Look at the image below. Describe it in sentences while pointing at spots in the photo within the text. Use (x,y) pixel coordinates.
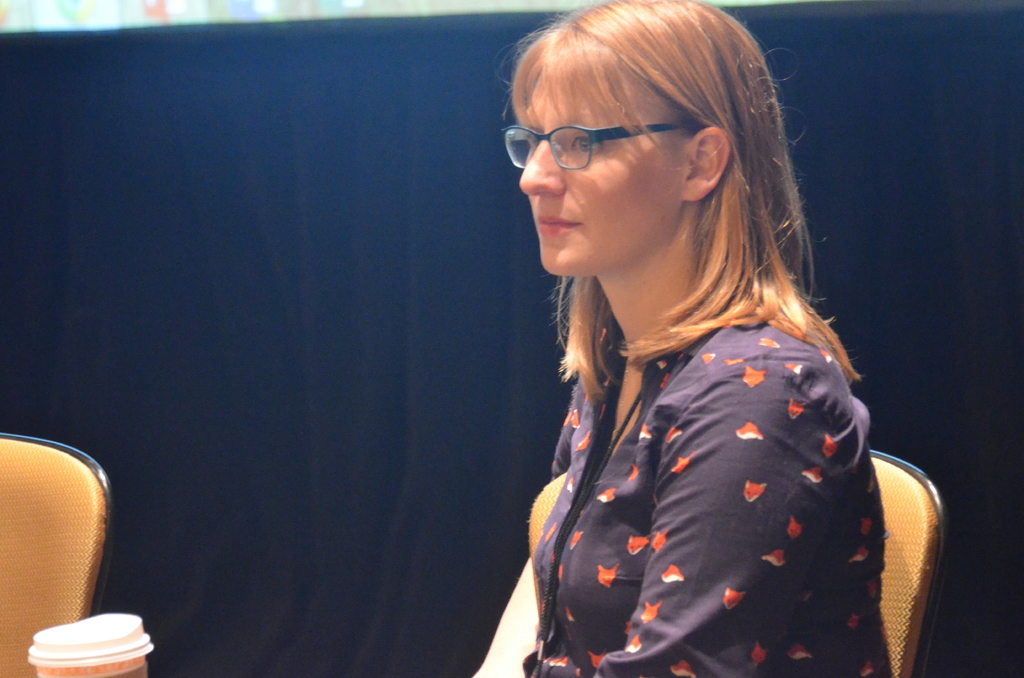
In this image there is a woman (715,277) towards the bottom of the image (678,488), she is wearing spectacles (577,143), there are chairs (898,526) towards the bottom of the image (893,507), there is an object (102,645) towards the bottom of the image (87,640), there is a black colored cloth (194,327) behind the woman (543,255).
